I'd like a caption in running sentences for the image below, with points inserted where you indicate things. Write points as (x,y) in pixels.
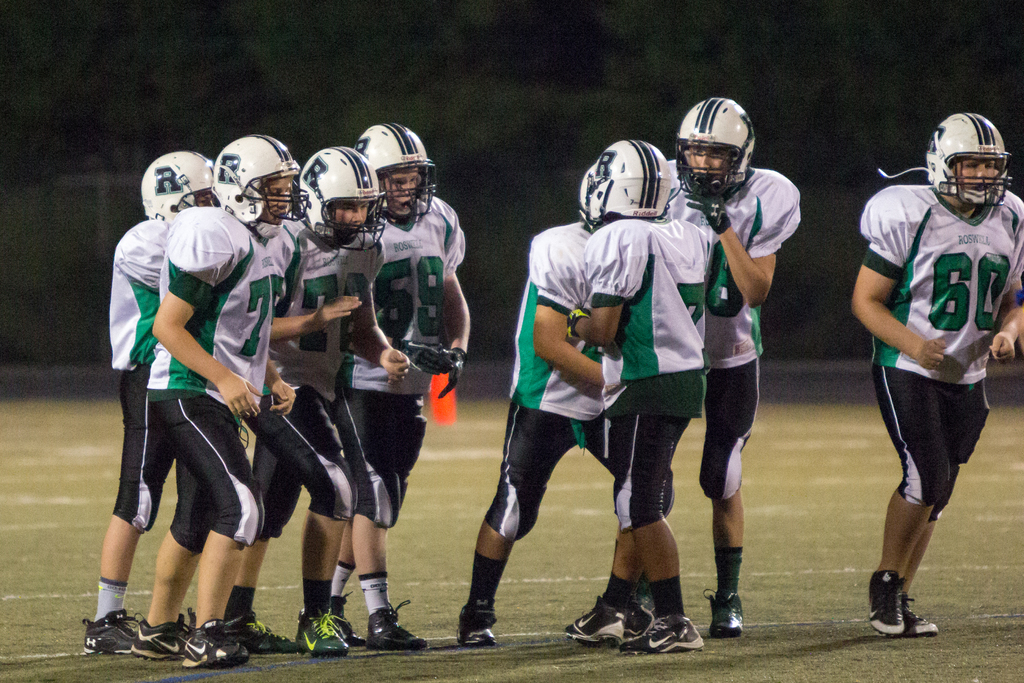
In this image there are a few people (879,343) standing on the ground (513,588). They are wearing jersey (571,262) and helmets (300,204). There is the grass (43,515) on the ground (834,623). The background (679,44) is dark.
